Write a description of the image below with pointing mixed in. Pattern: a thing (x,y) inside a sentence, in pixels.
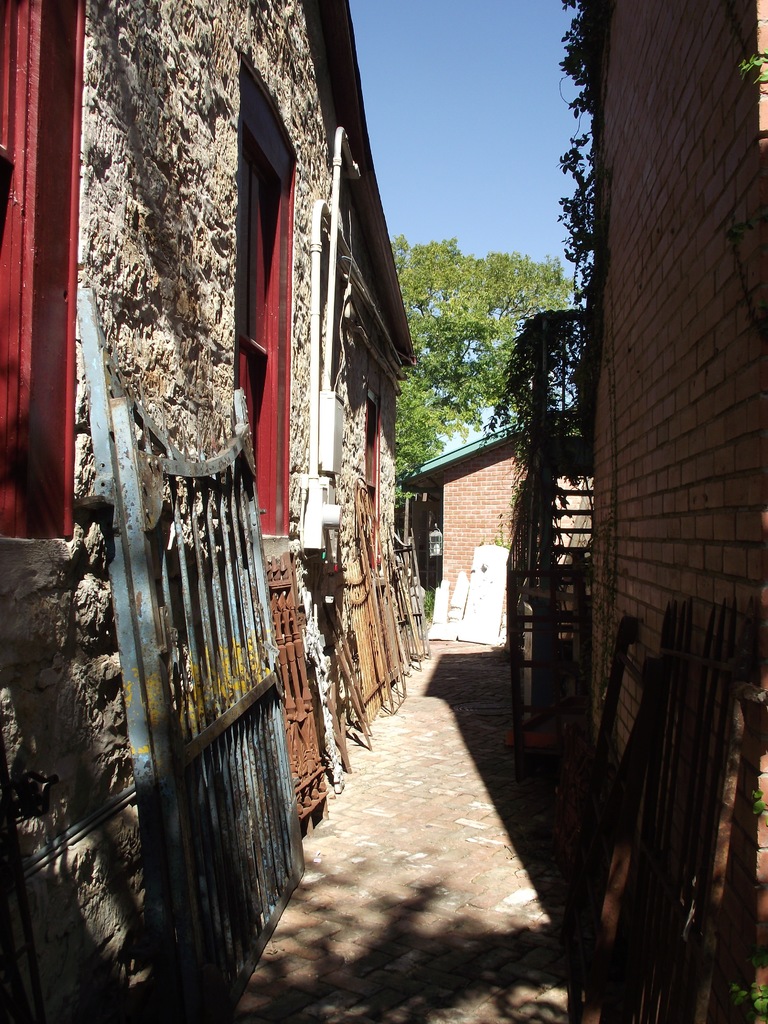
In the image we can see there is a lane (453,786) and on either sides there are buildings (491,472) and there is a stand of iron (183,704) and there are other rods (604,764) which are kept standing side and there are trees (427,364) and clear sky (481,209).
